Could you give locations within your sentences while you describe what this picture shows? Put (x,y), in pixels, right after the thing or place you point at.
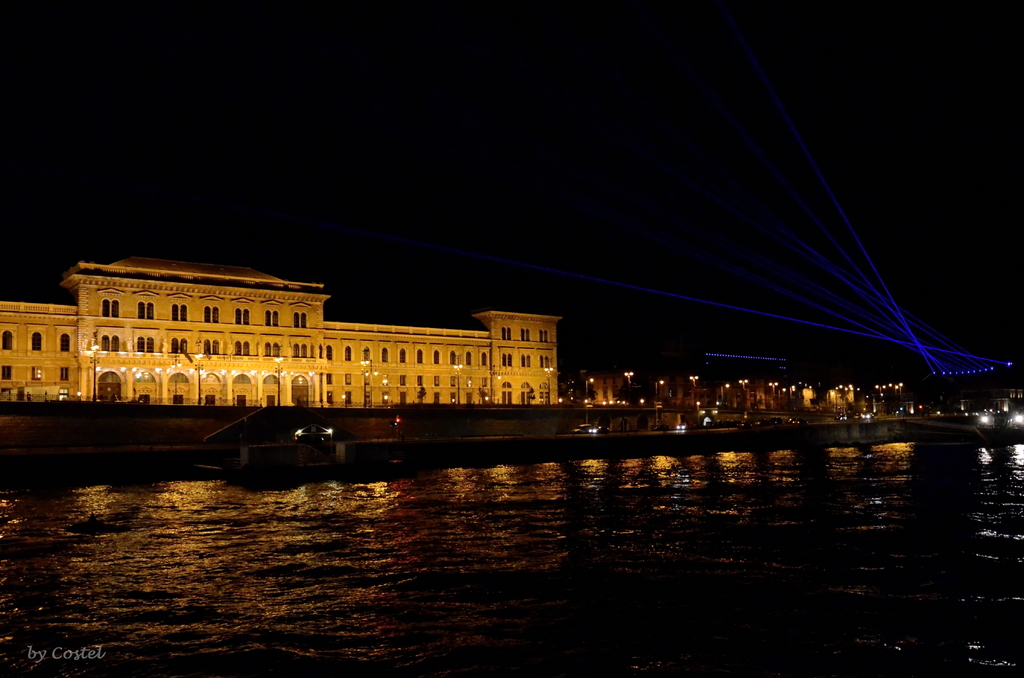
This image is taken outdoors. At the bottom of the image (374,556) there is a river (419,568) with water (720,557). In the middle of the image (366,338) there is building (307,337). There are many poles (628,400) with street lights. On the right side of the image (763,399) there are many buildings (830,386). There are many lights (921,406). At the top of the image (577,125) there is the sky (339,96). The sky (193,153) is dark.
